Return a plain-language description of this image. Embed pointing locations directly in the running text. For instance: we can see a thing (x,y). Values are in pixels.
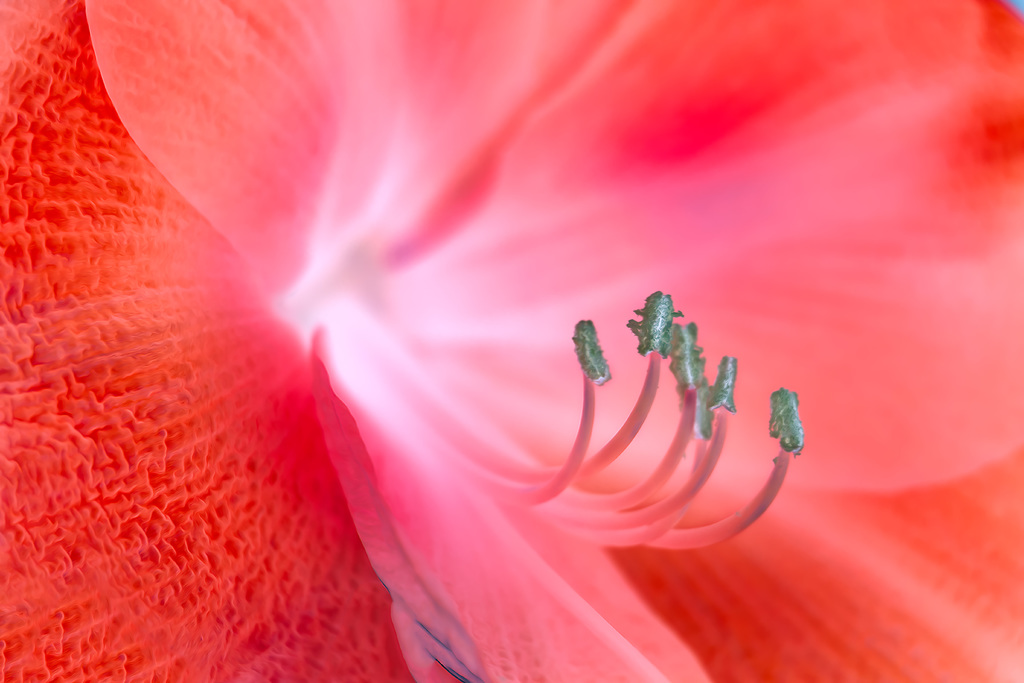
This is a zoomed in picture and we can see the petals (143,144) and some parts (588,519) of the flower (276,266).
